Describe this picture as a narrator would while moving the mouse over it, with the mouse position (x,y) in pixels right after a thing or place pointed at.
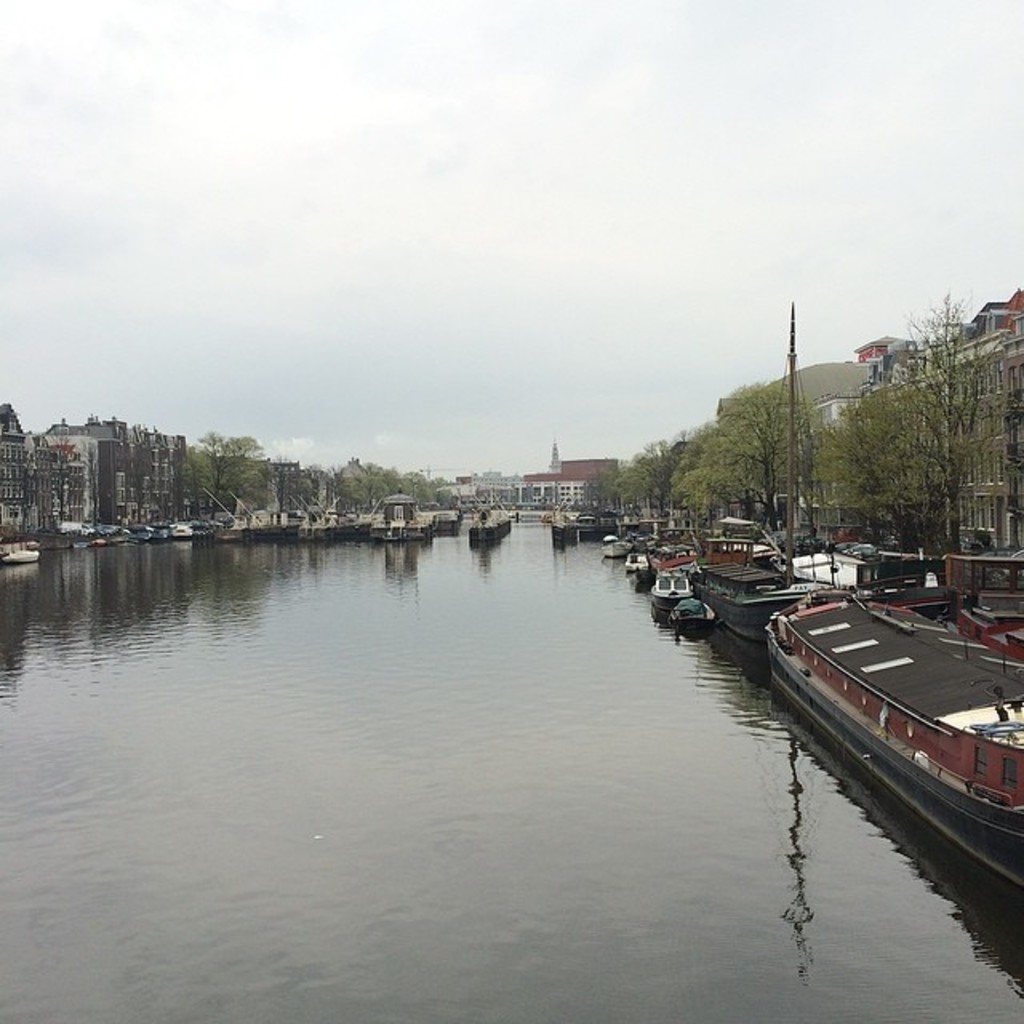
In this image we can see group of boats (908,621) placed in water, pole (794,343) with a cables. In the background (953,509), we can see a group of trees (949,496), buildings (102,496) with windows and the sky (544,278).
